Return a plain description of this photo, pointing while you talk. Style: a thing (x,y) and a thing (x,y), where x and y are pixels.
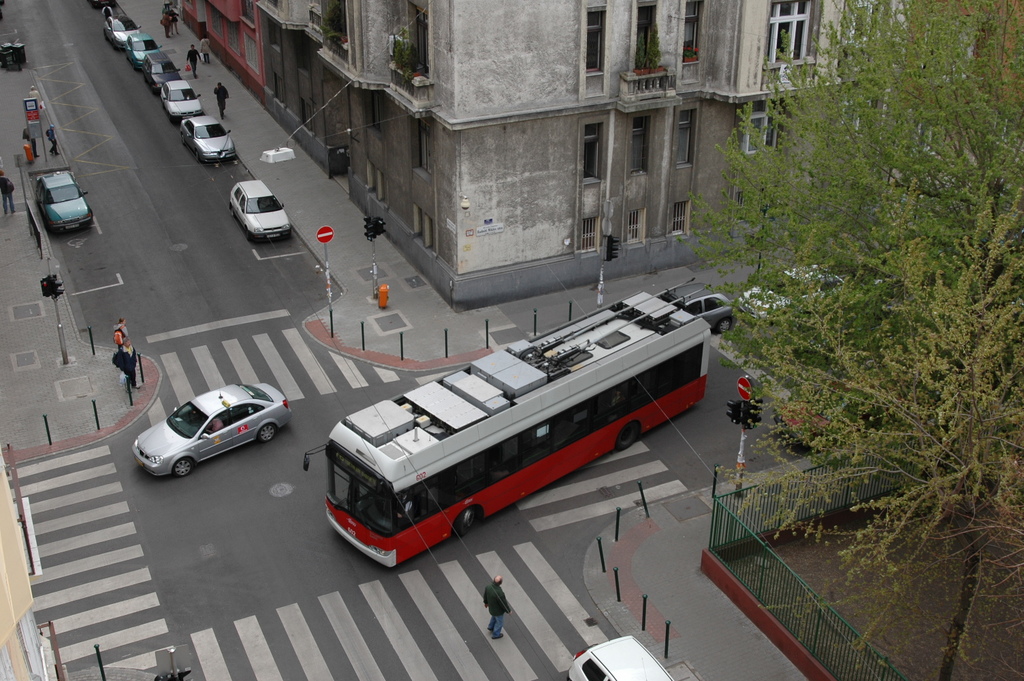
In the center of the image (408,429) we can see a few vehicles (167,434) on the road (295,470). And we can see a few people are standing and holding some objects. In the background (467,187), we can see buildings (311,53), windows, trees (996,584), poles (618,594), fences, sign boards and a few other objects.
